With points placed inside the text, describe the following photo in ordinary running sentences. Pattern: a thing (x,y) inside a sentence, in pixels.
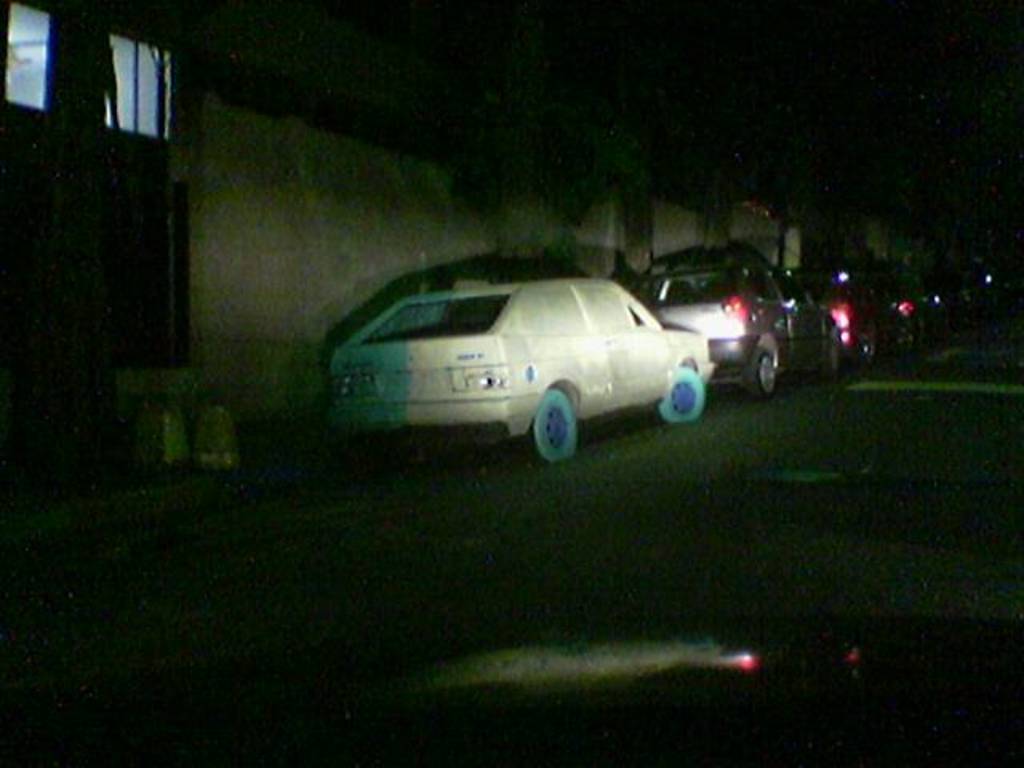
In the center of the image (528,425) we can see cars (742,339) on the road (702,447). In the background (440,207) there is a door (120,170), window (161,96) and wall (387,211).
